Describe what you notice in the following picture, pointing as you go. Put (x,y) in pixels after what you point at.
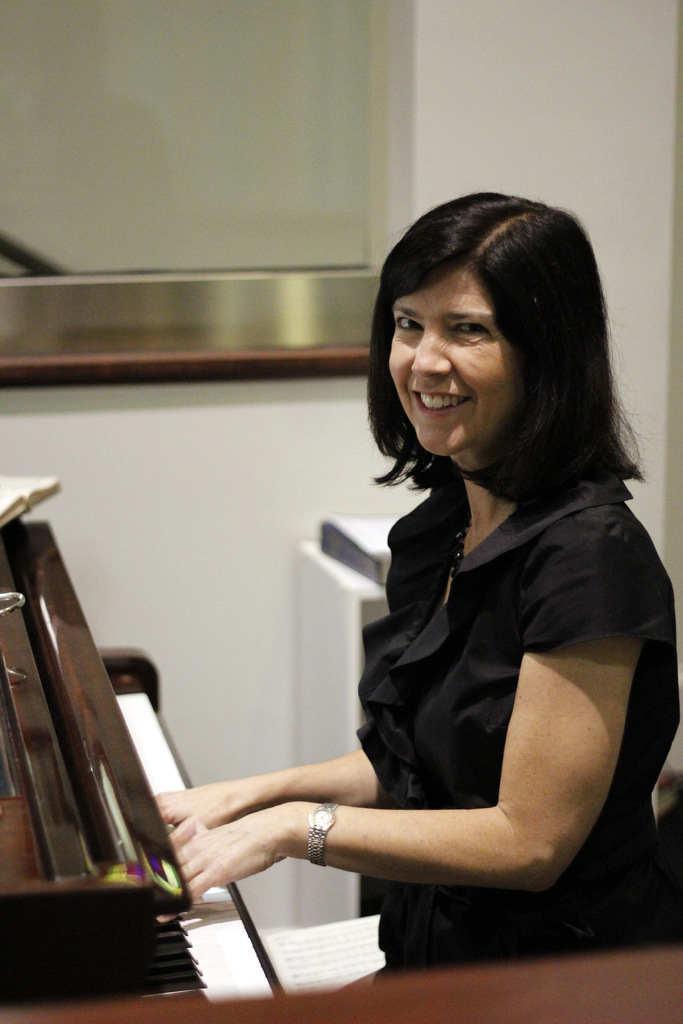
In this picture we can see a woman (200,812) who is playing piano (199,949). She is smiling and she wear a watch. On the background (560,152) there is a wall (575,113).
